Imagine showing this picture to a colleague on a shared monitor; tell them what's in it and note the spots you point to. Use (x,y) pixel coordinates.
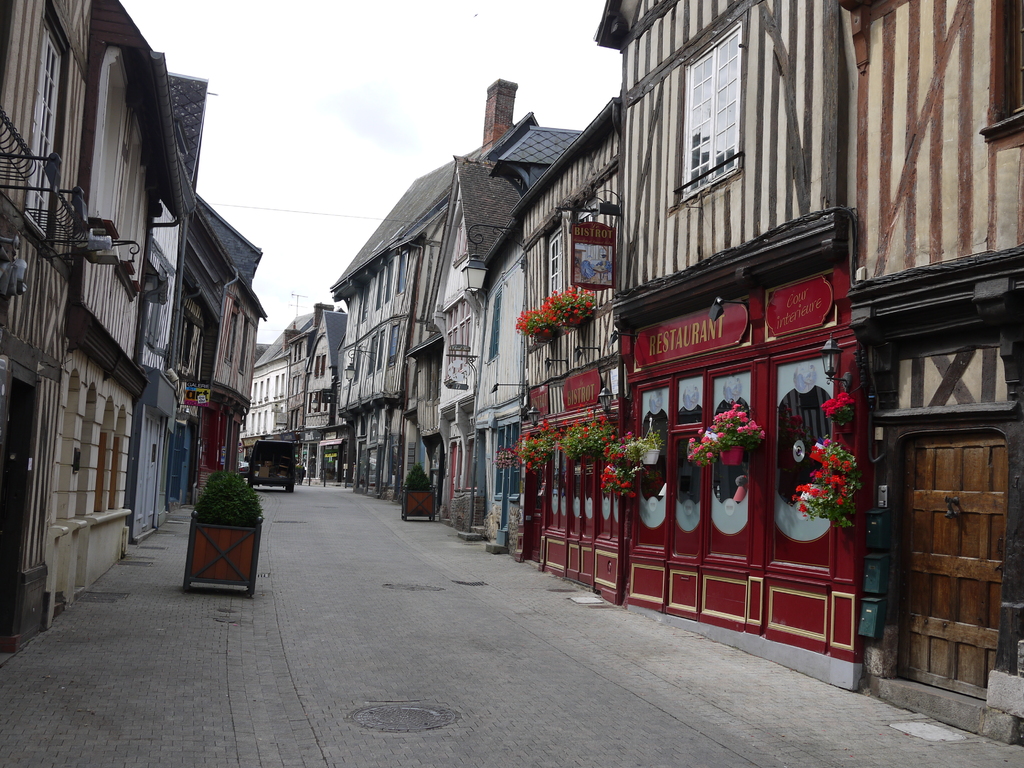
In this image there is the sky (354,103), there are buildings (550,385), there is a buildings (798,251) truncated towards the right of the image (933,469), there is a door (935,454), there are plants (594,437), there are flowers (582,455), there are windows (706,83), there is text (823,304) on the board (687,328), there are lights (722,300), there is a buildings (93,266) truncated towards the left of the image (67,299), there is road (331,552), there are vehicles (270,456) on the road (293,499).
